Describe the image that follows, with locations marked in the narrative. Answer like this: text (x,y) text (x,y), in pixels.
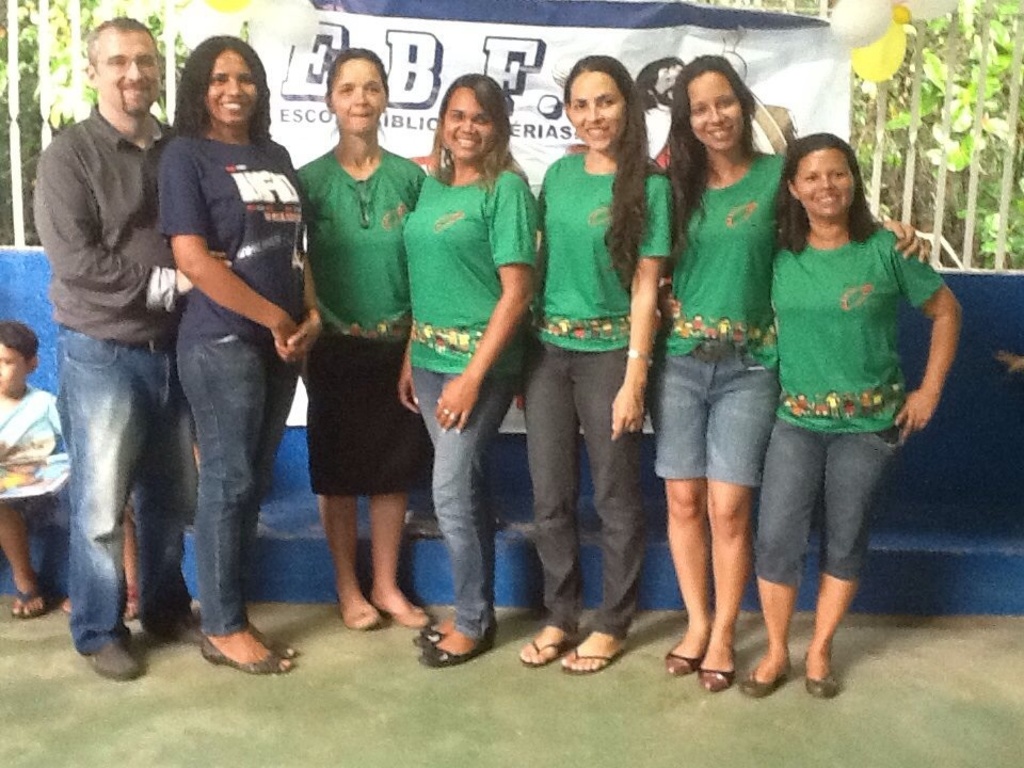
In the background (959,130) we can see grill (943,119), green leaves (33,26), balloons (884,27) and a banner (507,65). We can see people (581,278) standing and giving a pose. They all are smiling. Beside to them on the left side (35,357) we can see a boy (22,353).
